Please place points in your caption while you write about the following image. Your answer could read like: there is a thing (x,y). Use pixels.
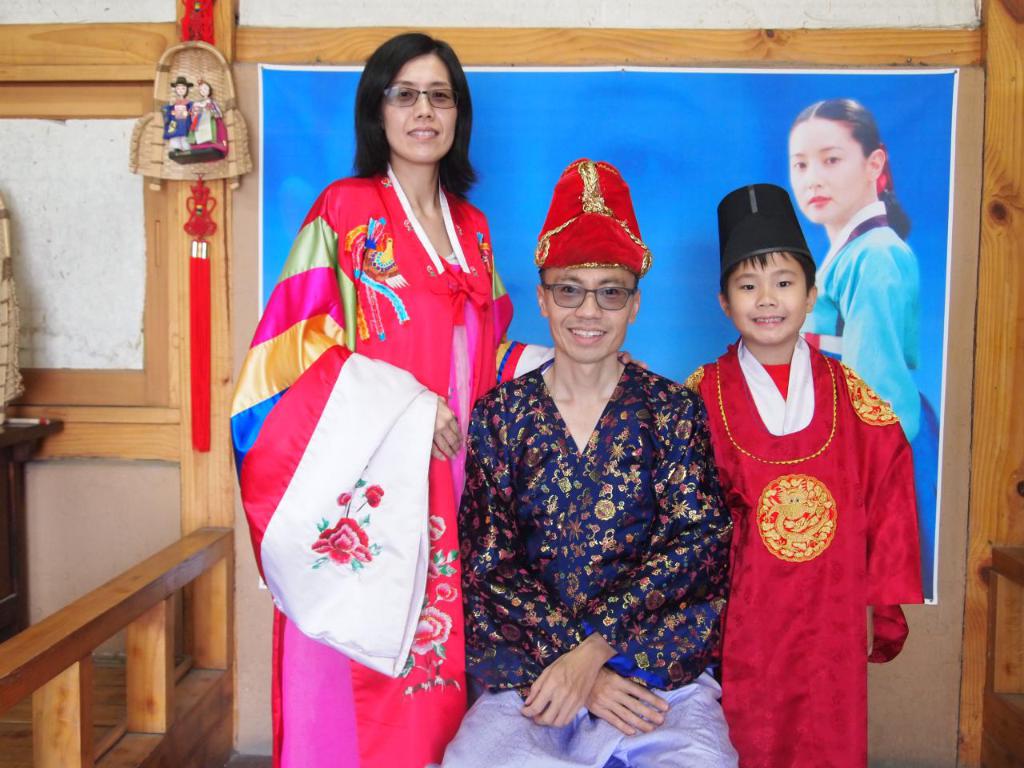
In this picture I can see three people (461,349) with a smile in the foreground (617,363). I can see the wooden object (218,263) in the background (217,334). I can see the wooden fence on the left side (12,648).
